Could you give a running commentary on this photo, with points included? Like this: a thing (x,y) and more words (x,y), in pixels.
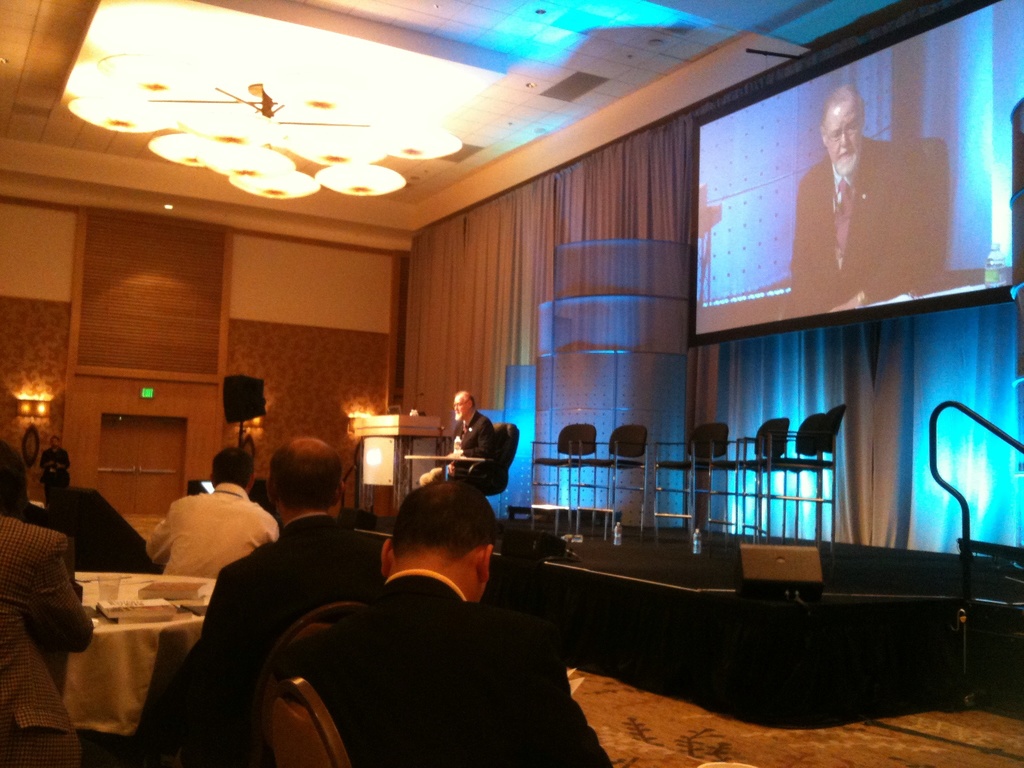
There is a person (464,429) sitting on a chair (486,463) and he is speaking on a microphone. Here we can see a four persons (8,749) who are sitting on a chair (315,764) and paying attention to the speaker (477,451). This is a screen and this is a roof (379,127) with lighting arrangement (238,94).
